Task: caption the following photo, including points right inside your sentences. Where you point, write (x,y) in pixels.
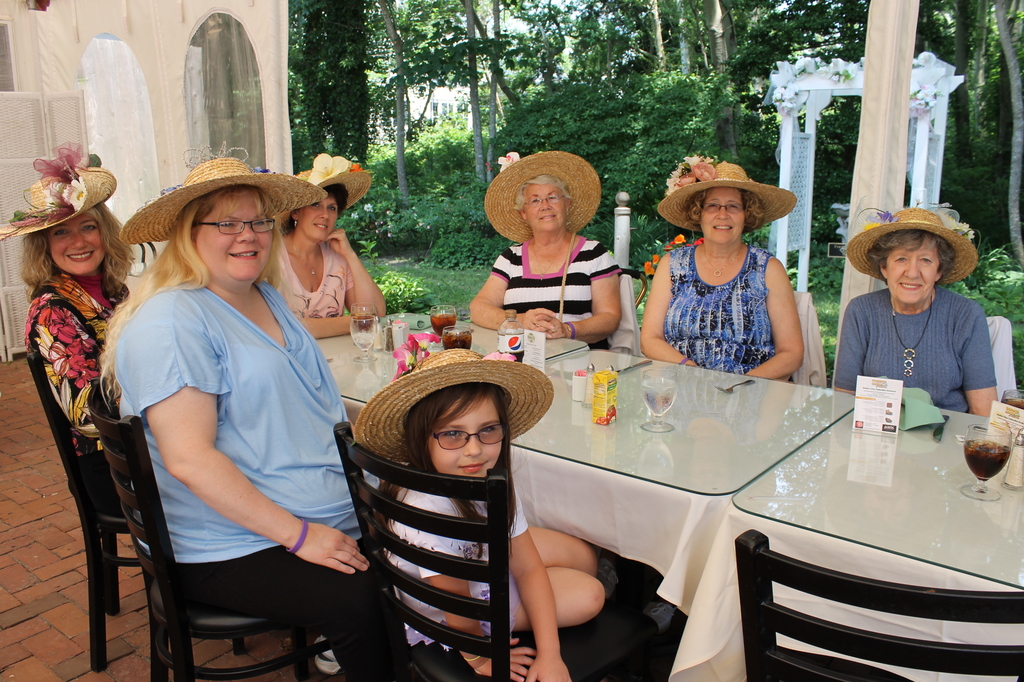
There are many people (166,323) sitting in the chairs (997,369), around the table (697,421) on which some glasses (653,395), cool drinks (521,352) were placed. All of them were wearing hats (357,187). One of them was a girl (521,531). In the background (634,143), there are some trees (602,126) here.
